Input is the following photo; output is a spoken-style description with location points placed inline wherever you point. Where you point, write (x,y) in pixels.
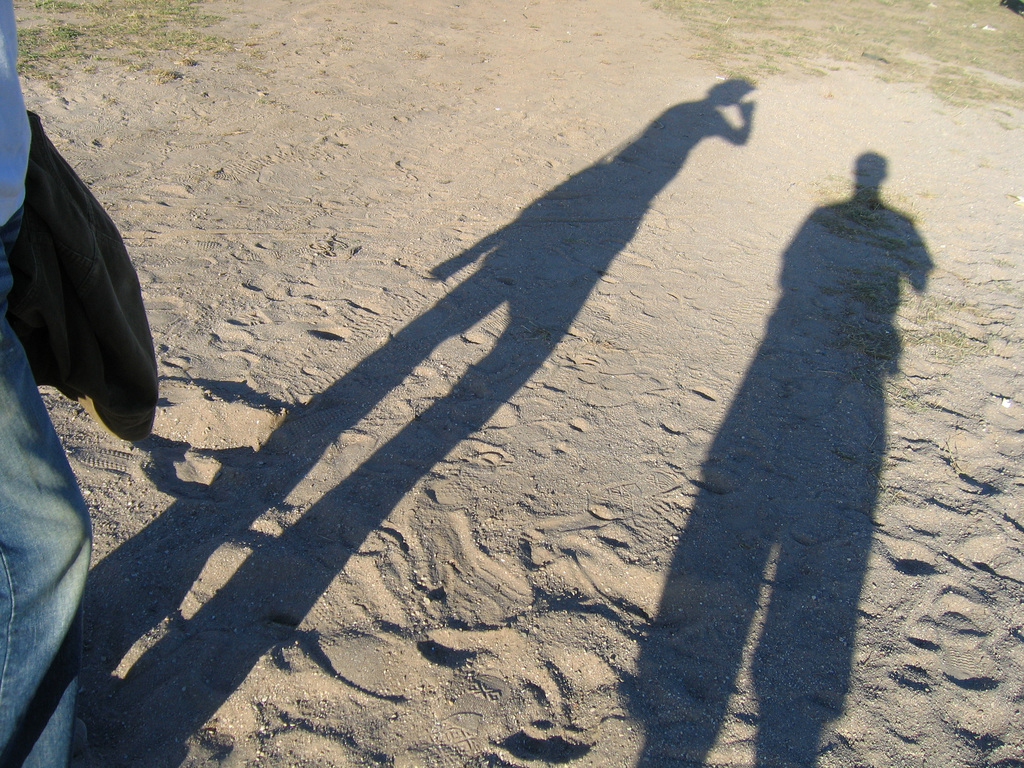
In this image I can see a person (11,169) is standing over here. I can also see shadows (487,401) and sand (288,471) on ground (489,423).
